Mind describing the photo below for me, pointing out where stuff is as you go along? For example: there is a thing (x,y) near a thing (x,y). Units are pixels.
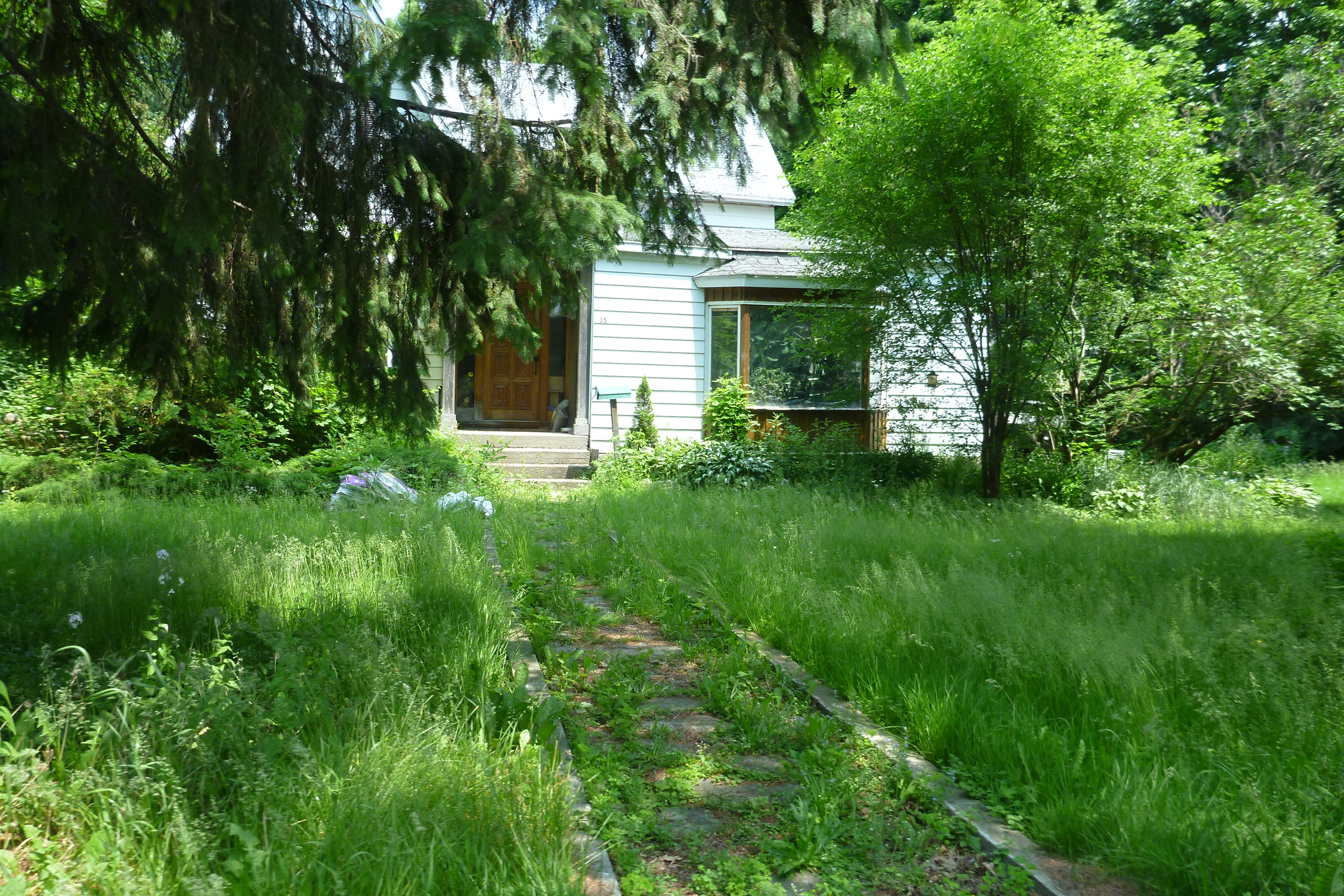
In the image the land (257,628) is covered with grass (1307,690), plants (186,669) and trees (321,222) and behind there is a home (766,336).
